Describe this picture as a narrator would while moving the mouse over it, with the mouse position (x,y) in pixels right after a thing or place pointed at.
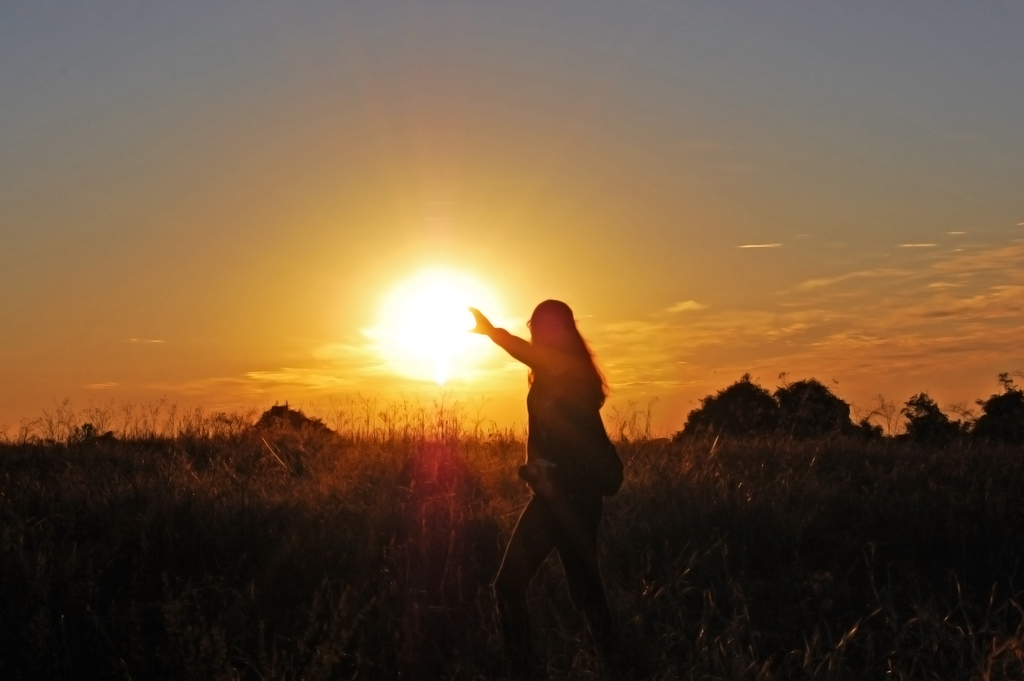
In the image we can see there is a woman (579,445) standing on the ground (389,515), the ground (343,537) is covered with grass (487,534). Behind there is a sun set (463,330) in the sky (405,331).
